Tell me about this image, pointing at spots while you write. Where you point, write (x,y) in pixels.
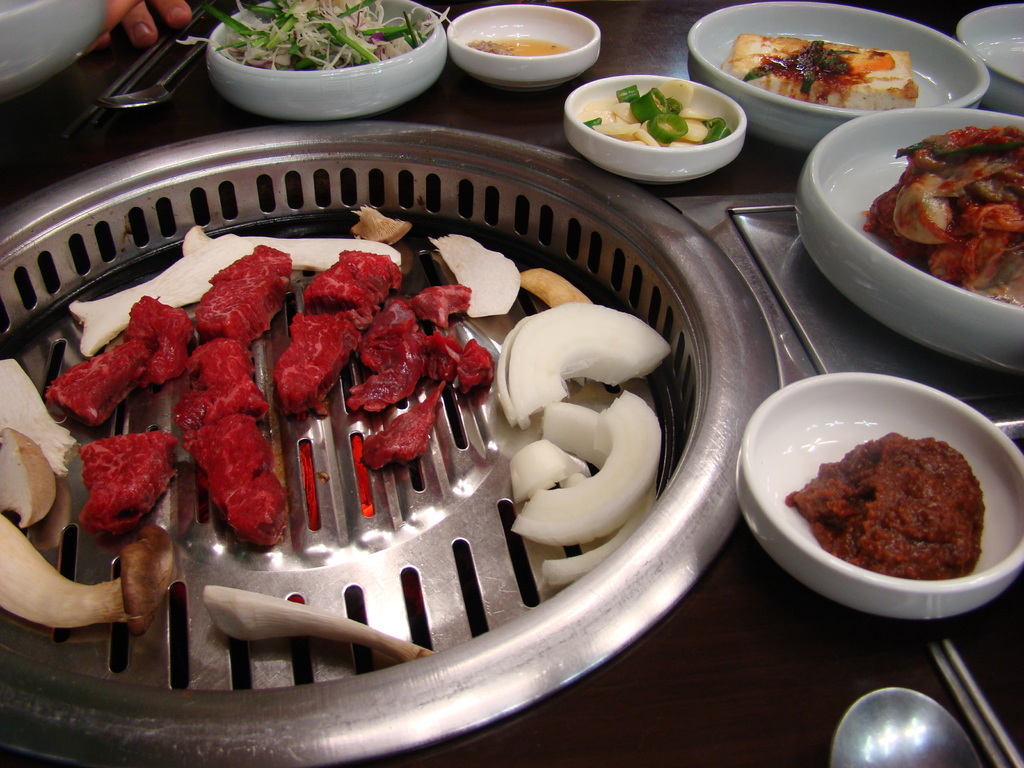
In this picture, it looks like a round shape stainless Steel barbecue grill (302,499) with some food items (196,353). On the table (643,696) there are bowls (388,79) with some food items (908,216). Behind the bowls (212,56), we can see the fingers (142,22) of a person (150,20).
